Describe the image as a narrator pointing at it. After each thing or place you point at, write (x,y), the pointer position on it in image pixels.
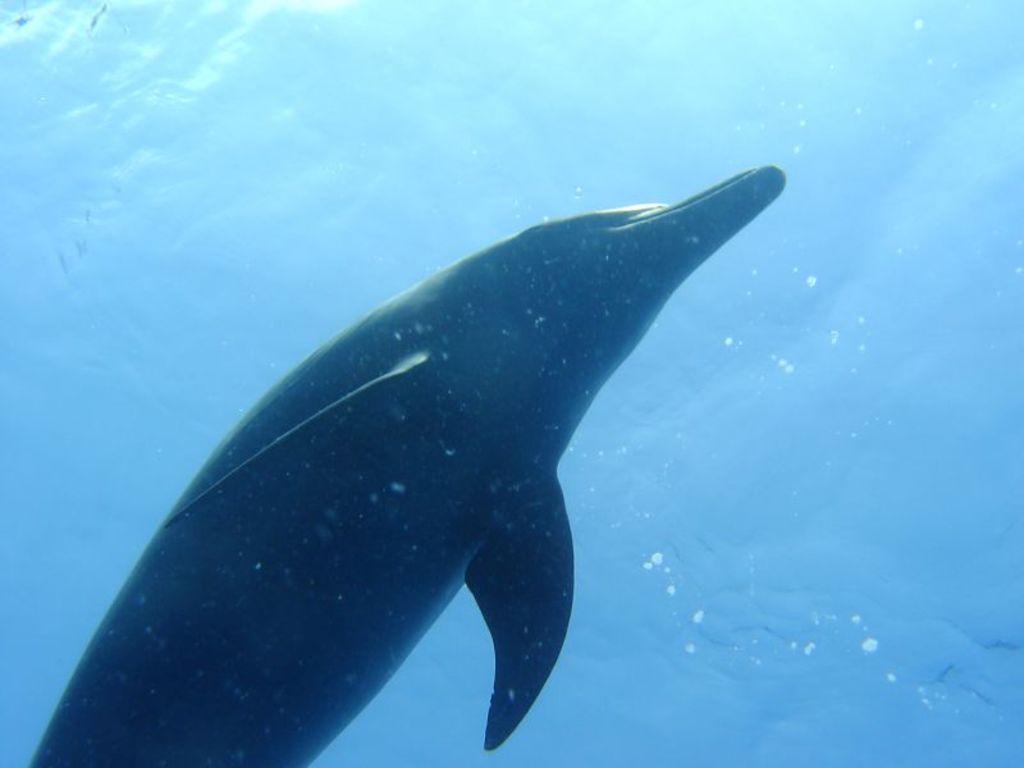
In this image there is a dolphin (503,413) in the water (774,28).
